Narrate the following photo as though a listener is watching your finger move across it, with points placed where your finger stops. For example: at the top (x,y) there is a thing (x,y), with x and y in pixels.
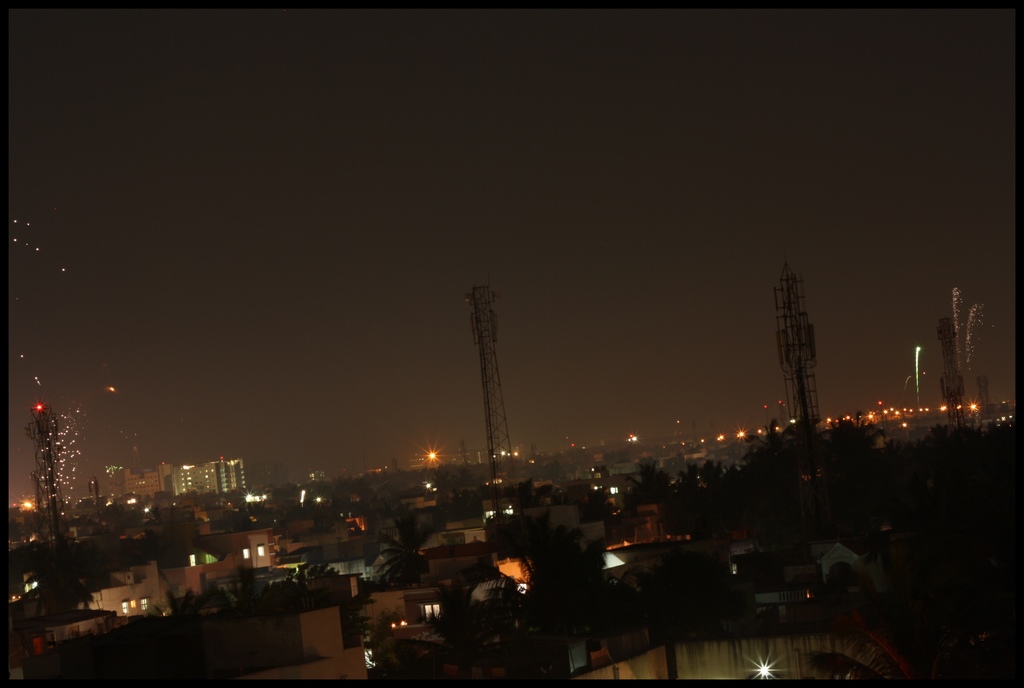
In this image there are trees (387,481), buildings (319,538), towers (803,428) and lights (61,469).
